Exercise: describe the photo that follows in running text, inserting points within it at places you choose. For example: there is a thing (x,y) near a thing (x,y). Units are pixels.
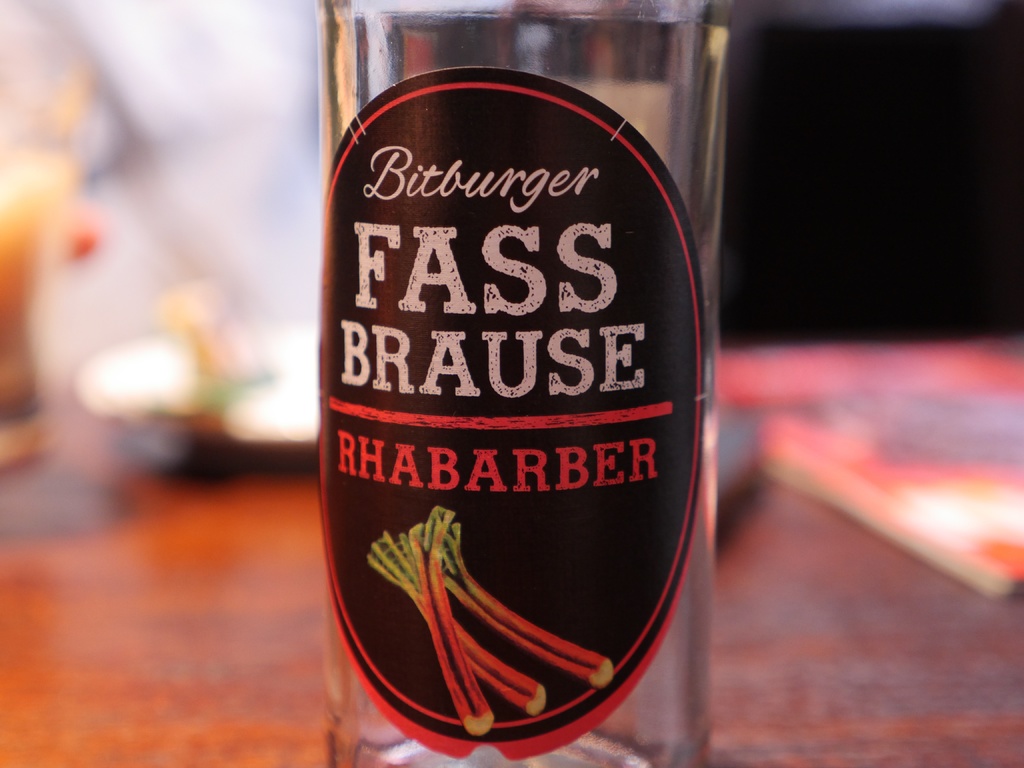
there is a table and on the table (290,494) there are so many thing (570,433) are present like bottle (563,186), plate (254,405) and wine glass (27,380).
